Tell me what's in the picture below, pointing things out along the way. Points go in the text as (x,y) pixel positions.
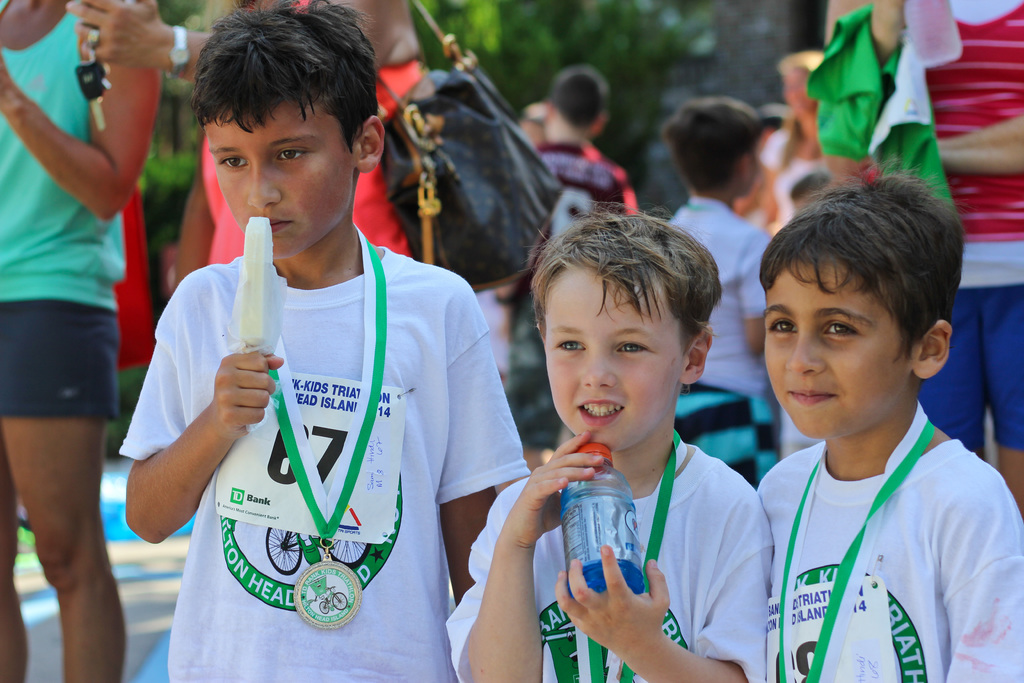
In this picture we can observe three boys (456,355) wearing white color T shirts (415,521) and medals (287,407) in their necks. One of them is holding an ice cream (252,340) and the other is holding a water bottle (600,555) in their hands (608,567). In the background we can observe some people (23,257) standing. There are some trees (501,39).
